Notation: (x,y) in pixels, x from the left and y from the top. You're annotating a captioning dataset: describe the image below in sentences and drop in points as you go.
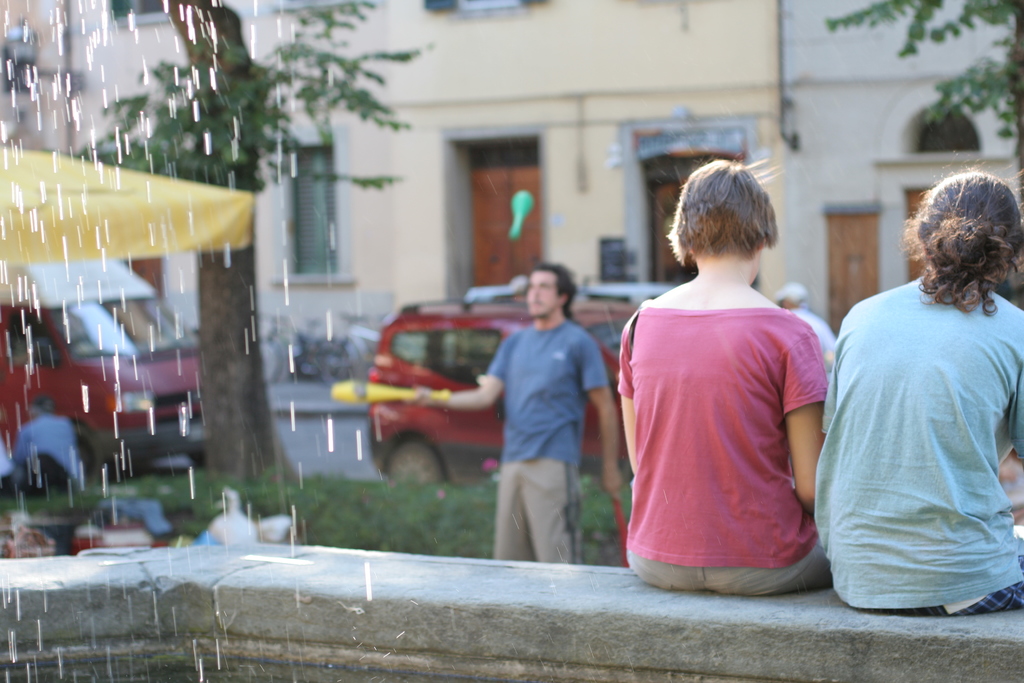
This image is taken outdoors. At the bottom of the image (246,579) there is a wall (655,622). On the right side of the image (871,392) two people (689,420) are sitting on the wall (836,618). In the middle of the image (588,325) a man (555,326) is juggling and behind a man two cars (477,336) are parked on the ground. On the left side of the image (215,509) there are a few things (162,519) on the ground (208,491) and a van (107,370) is parked on the ground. In the background (202,126) there is a building (297,189) and a few trees (226,120).
